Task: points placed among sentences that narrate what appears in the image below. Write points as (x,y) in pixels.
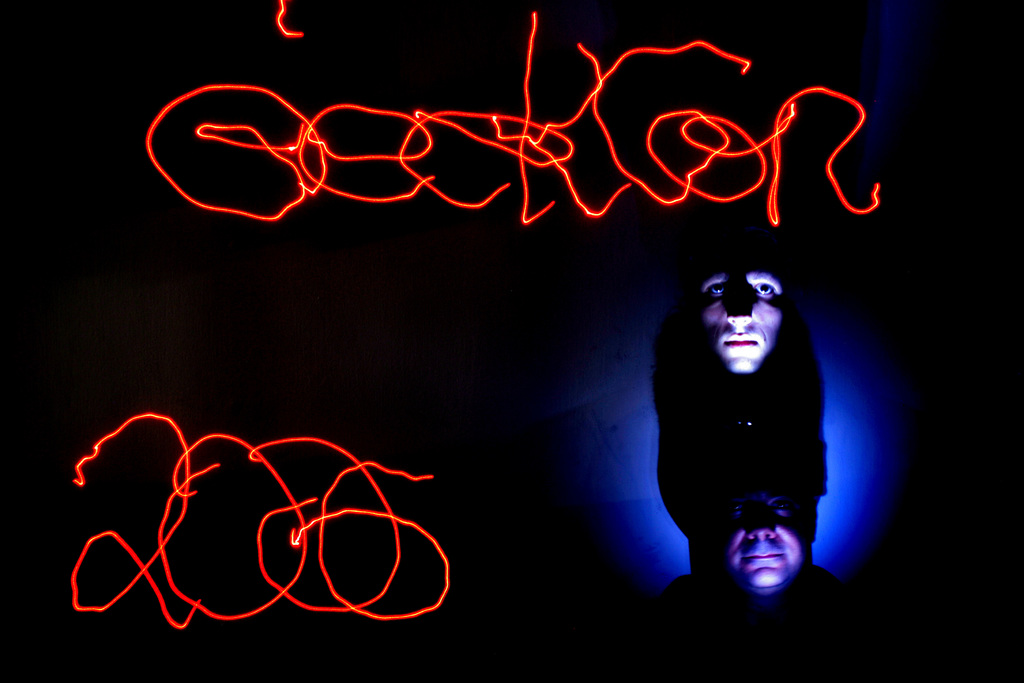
In this image there are two persons heads (731,326) visible in the right side (740,359), there is a text (521,139) visible at the top (498,130) and bottom left, background (864,61) is dark.
